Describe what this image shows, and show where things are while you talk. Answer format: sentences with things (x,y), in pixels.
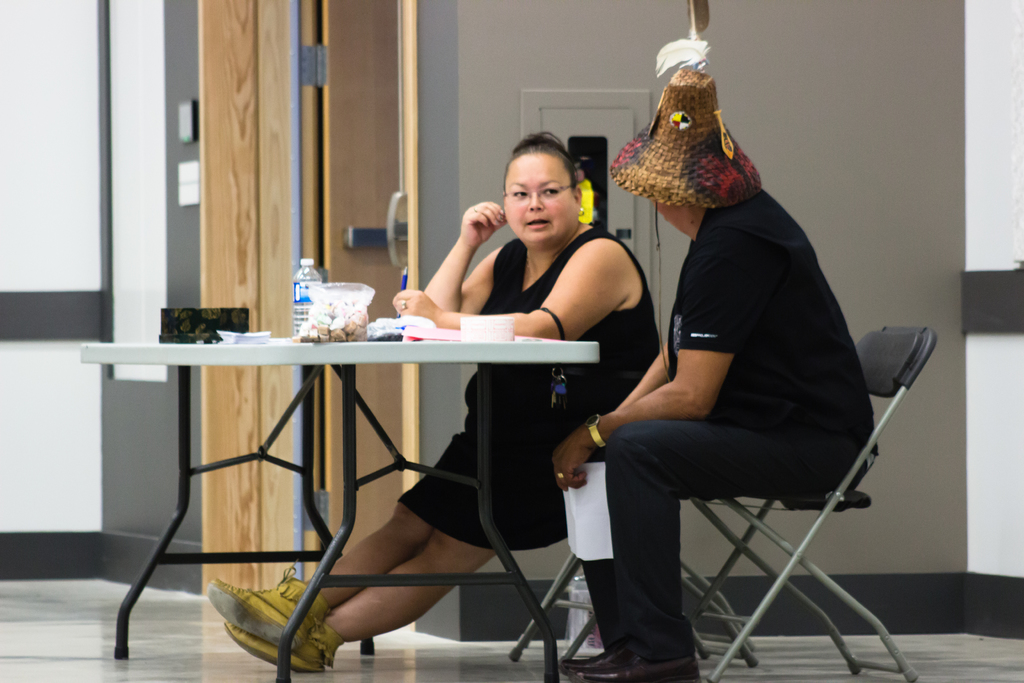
In the picture there is a table (383,352), in front of the table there are two persons (709,268) sitting and talking to each other, on the table (371,347) there are some snacks (312,334), water bottle (305,299) and books (434,328) in the background (369,114) there is a door (363,179) and white color wall (69,139).
